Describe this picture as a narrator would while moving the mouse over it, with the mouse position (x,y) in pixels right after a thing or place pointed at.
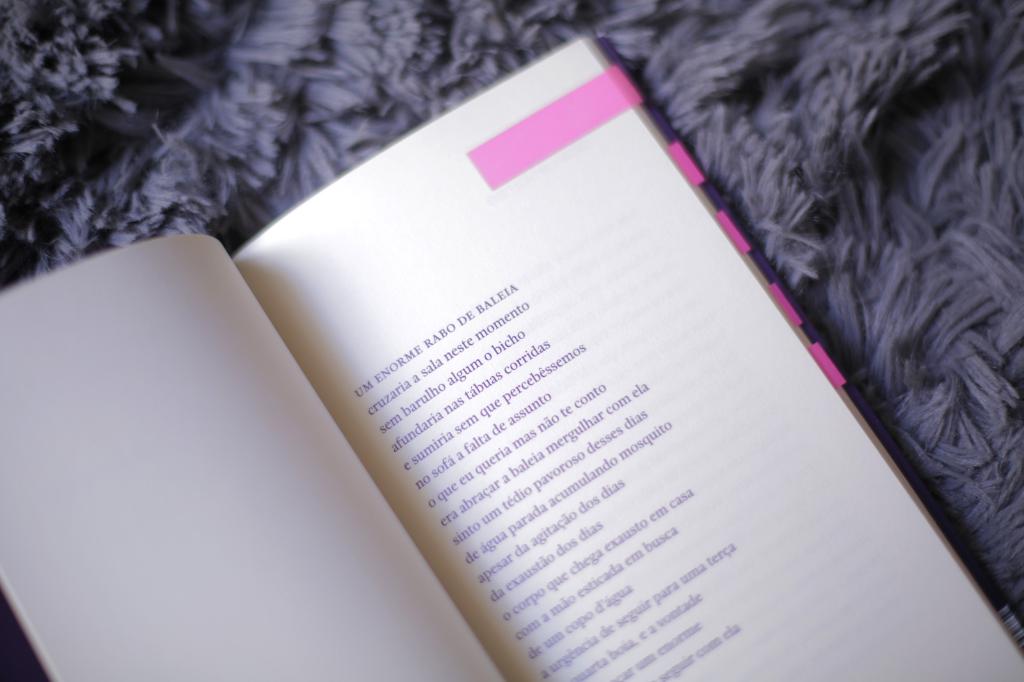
In this picture there is a book (374,404) with some text (505,532). On the top (921,215) there is a mat (883,158).
